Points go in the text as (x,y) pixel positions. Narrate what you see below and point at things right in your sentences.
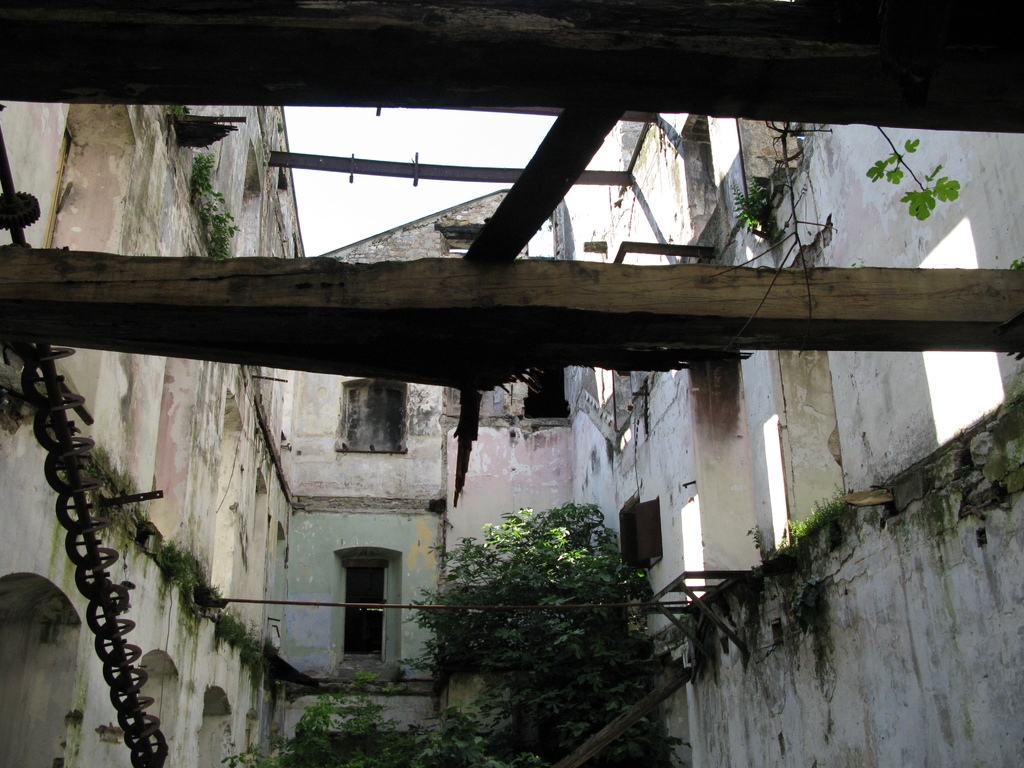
In this image there are some trees (499,674) in the bottom of this image (550,626) and there is a wall (919,635) in the background (439,560). There is a iron rod (127,684) on the left side of this image (115,613), and there are some wooden objects (462,307) kept on the top of this image (548,203).
